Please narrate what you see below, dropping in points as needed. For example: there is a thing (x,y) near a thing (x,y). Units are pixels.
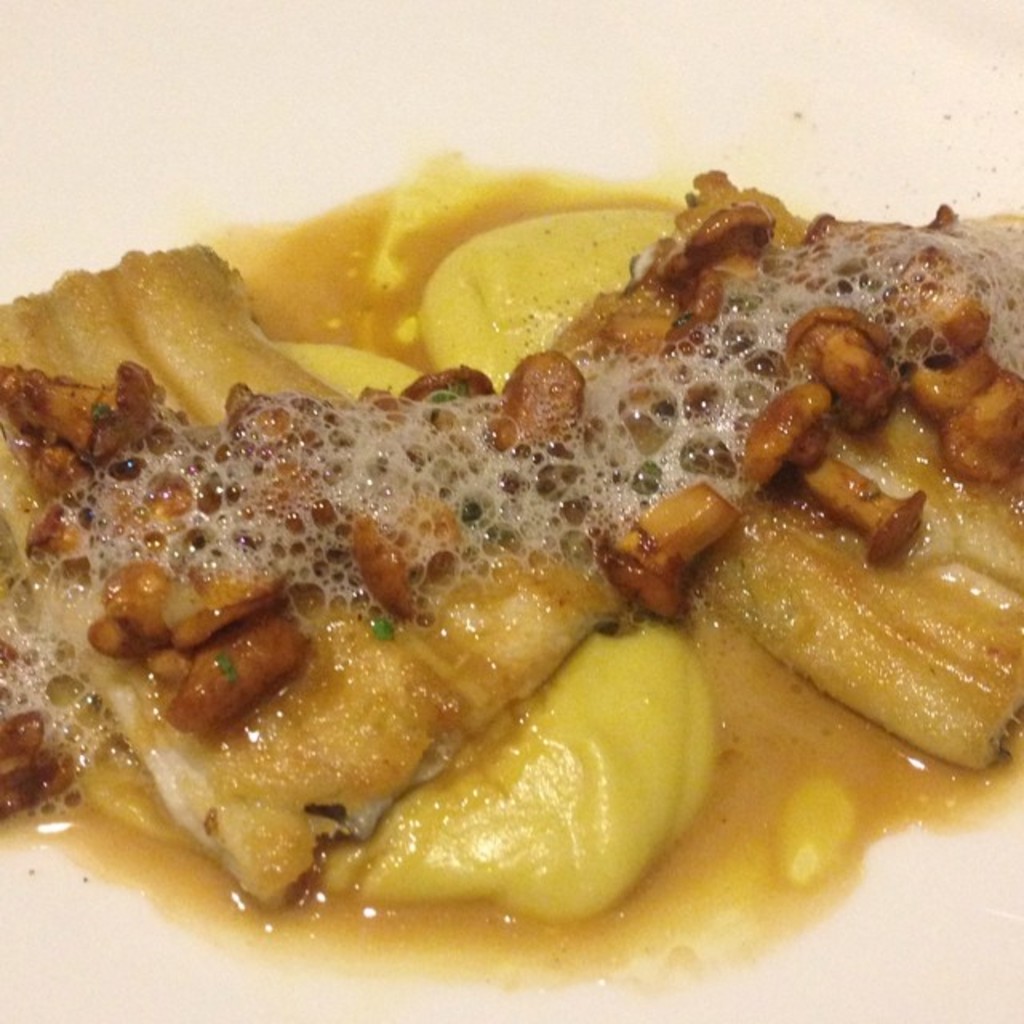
In the image I can see a food item (676,547) which has some liquid (318,284) in it.
